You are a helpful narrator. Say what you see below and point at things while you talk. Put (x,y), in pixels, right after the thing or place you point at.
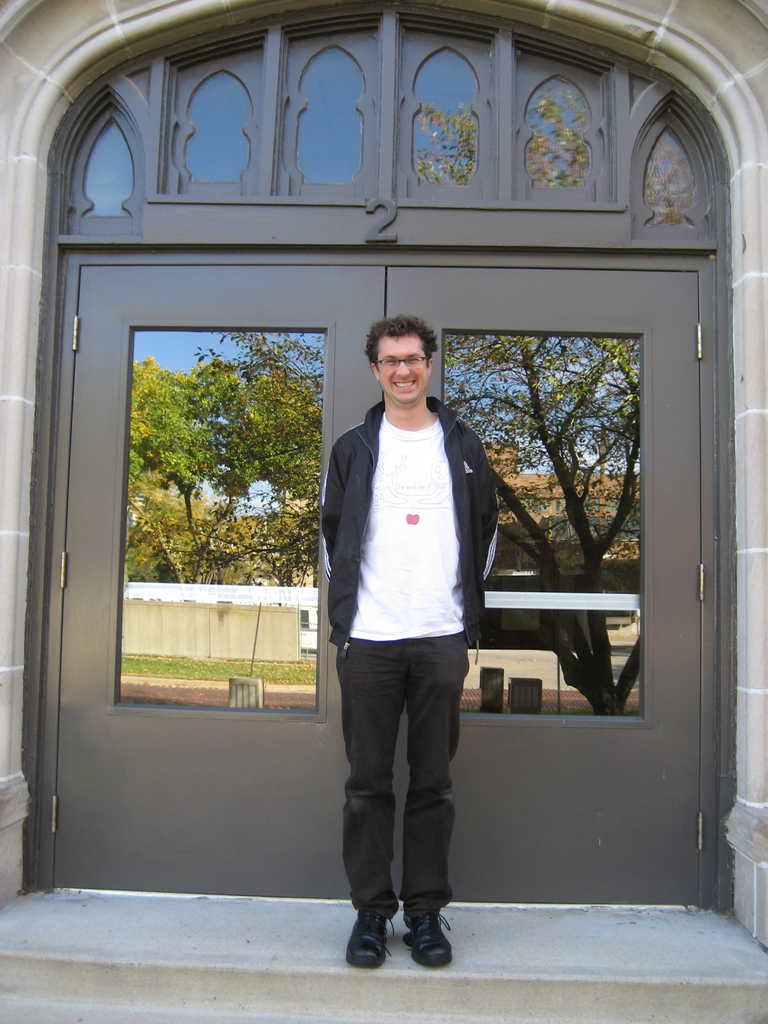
In this image we can see a person (404,629) wearing a dress (377,607) and spectacles (405,364) is standing on the ground (242,982). in the background (390,131), we can see a building (758,861), group of trees (317,566) and the sky (187,344).
